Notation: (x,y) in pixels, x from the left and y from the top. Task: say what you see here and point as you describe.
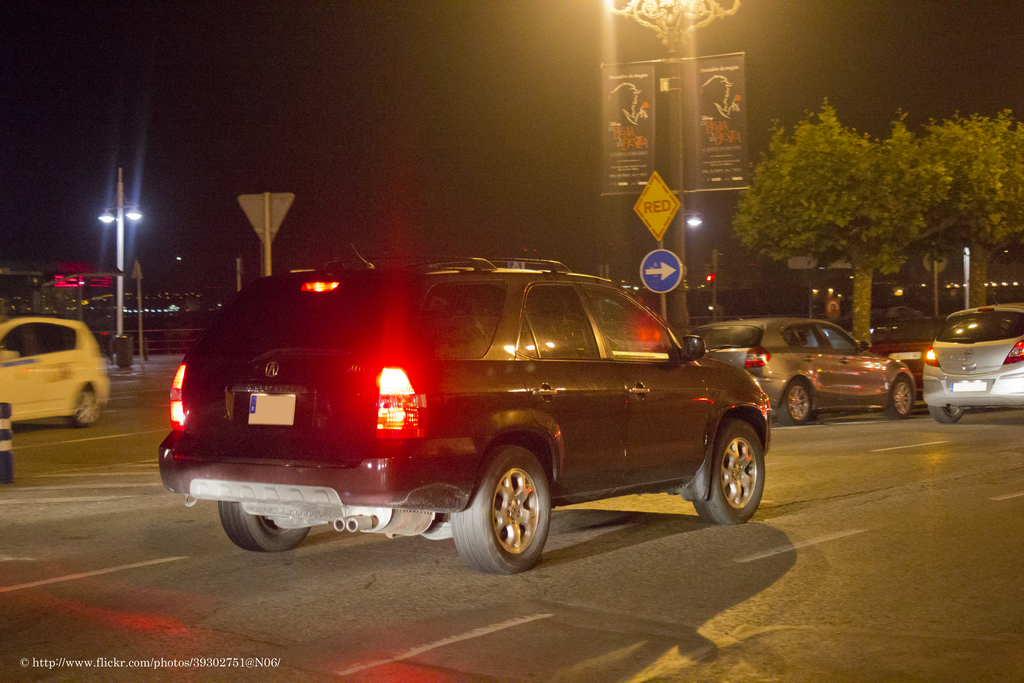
In this image we can see some group of vehicles (610,375) which are moving on the road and at the background of the image (134,310) there are some lights (123,218), traffic signals (714,277), signage board (642,191), wordings (630,128), trees (897,196) and dark sky (191,83).
